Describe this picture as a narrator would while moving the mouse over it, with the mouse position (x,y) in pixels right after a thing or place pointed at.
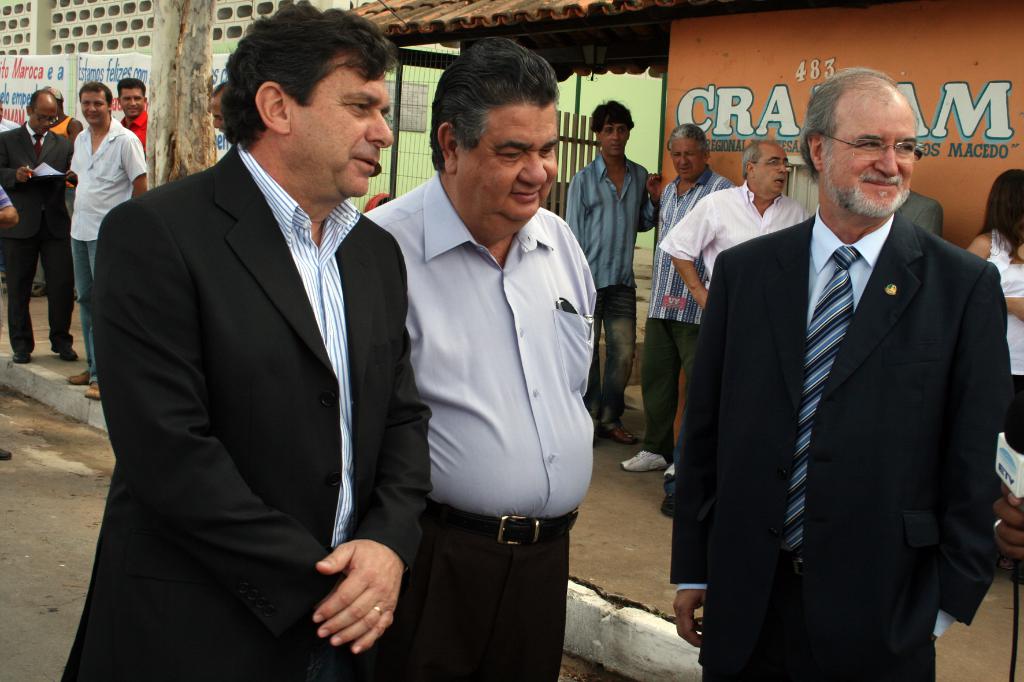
There are three men (781,648) standing. In the background (9,94) there are few persons (19,297) standing on the ground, banners (112,61) on the wall (140,10), welded mesh wire (391,81), fence (398,118), painting (764,109) on the wall (771,107), roof (558,0) and on the right side (1018,460) at the bottom corner (1019,460) we can see a mic (1013,479) in a person (1015,509) hand (1014,544).
